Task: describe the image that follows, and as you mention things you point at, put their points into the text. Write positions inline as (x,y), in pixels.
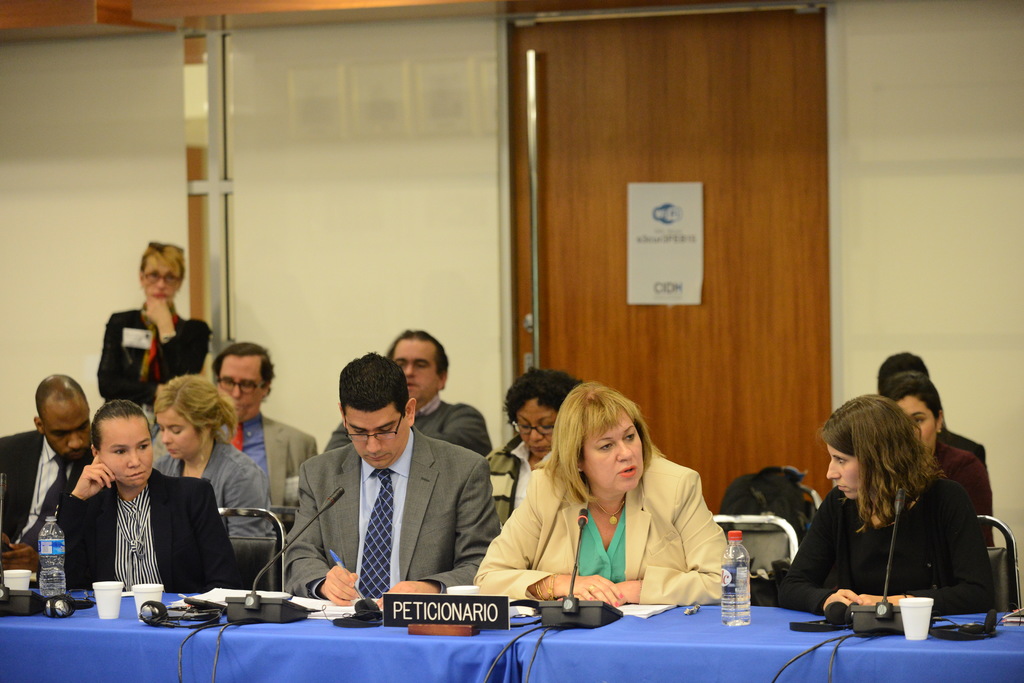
In this image i can see a group of people (311,537) sitting on the chair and a woman (127,351) is standing behind the people (258,438). Here we have a table (206,640) with a water bottle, a microphone (270,609), four cups (150,586) and some few other stuff (424,620) on it. In the background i can see a wooden door (604,168).
